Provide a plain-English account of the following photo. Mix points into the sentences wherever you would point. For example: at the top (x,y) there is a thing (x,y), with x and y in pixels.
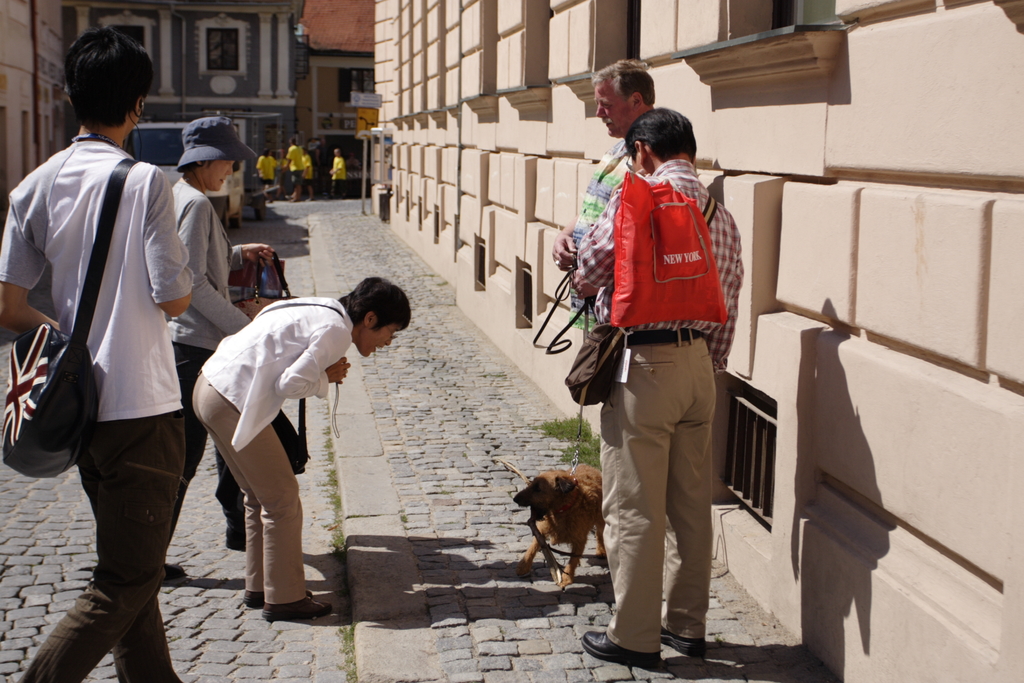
This image is taken in outdoors. In this image there is a building (265,84) with walls (242,82), windows (231,40) and doors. In the bottom of the image (346,589) there is a floor (225,635). In the right side of the image (816,317) there is a wall (868,248) and a sidewalk (447,375). On the side walk (455,513) there are two men (640,352) standing and holding a dog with belt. In the left side of the image (129,490) few people (140,432) are standing. In the background (342,158) there are few people (312,174) on the road (307,203).
